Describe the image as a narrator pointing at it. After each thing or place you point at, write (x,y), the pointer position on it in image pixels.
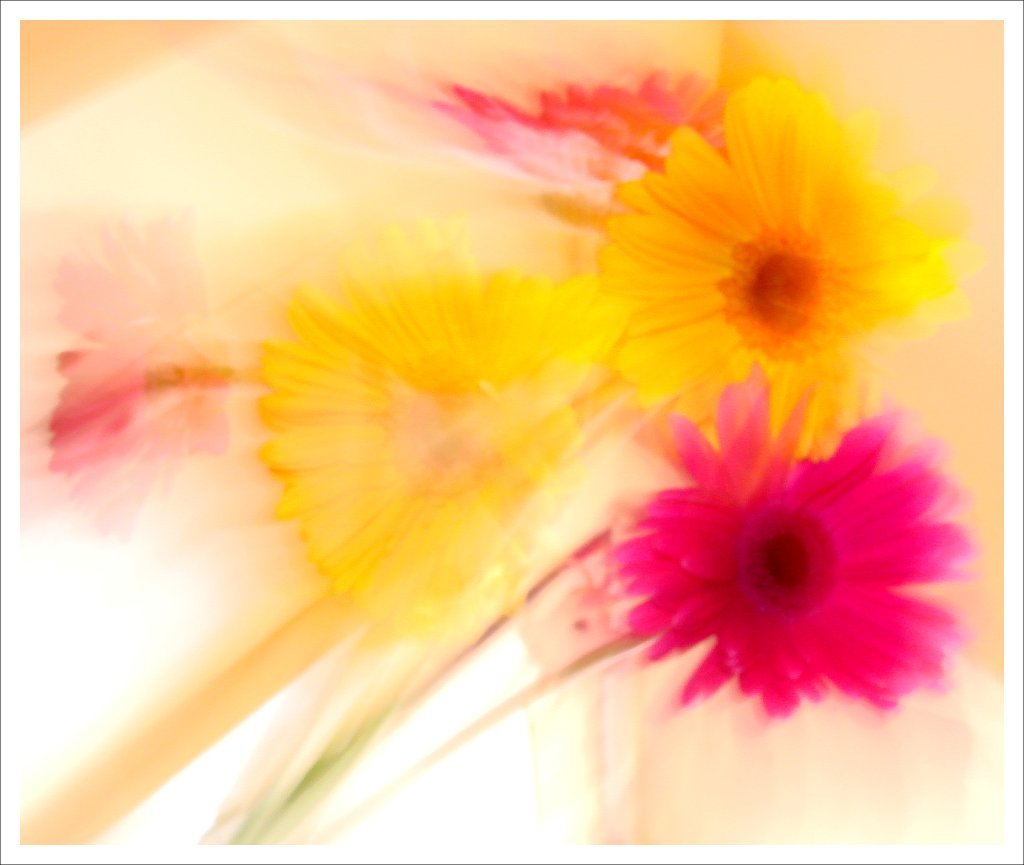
In this image I can see few flowers (817,265) in yellow and pink color. Background (954,72) is in white and cream color.
